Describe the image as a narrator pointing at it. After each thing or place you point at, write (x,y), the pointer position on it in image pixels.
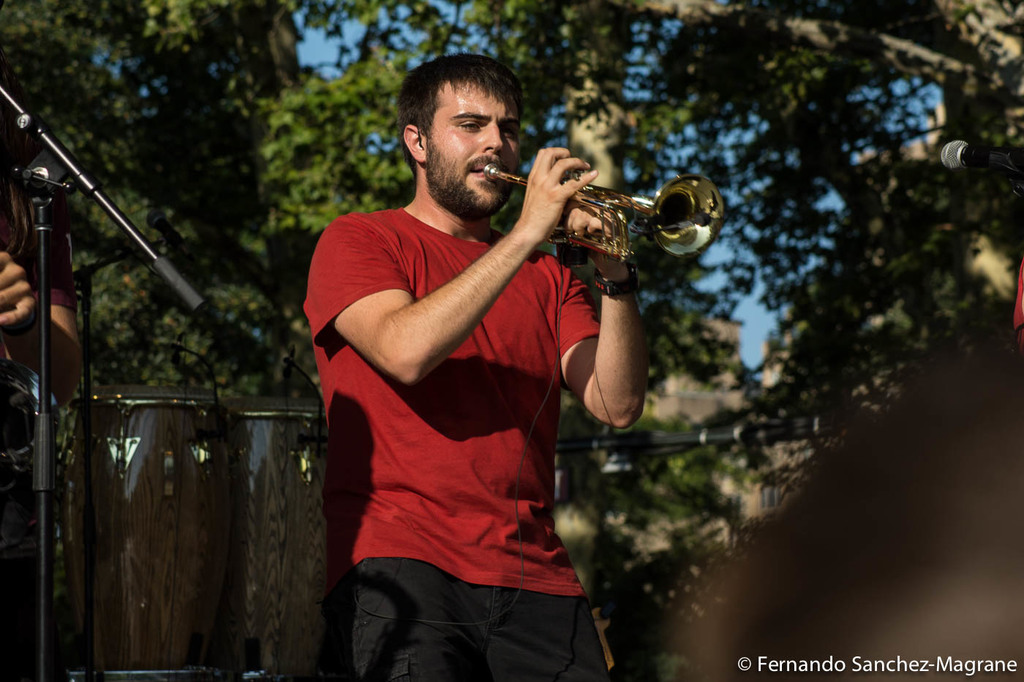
This image consists of a man (461,309) blowing trumpet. On the left (256,420), there is a band (275,617) along with mic stand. In the background (953,116), there are trees (869,40).
